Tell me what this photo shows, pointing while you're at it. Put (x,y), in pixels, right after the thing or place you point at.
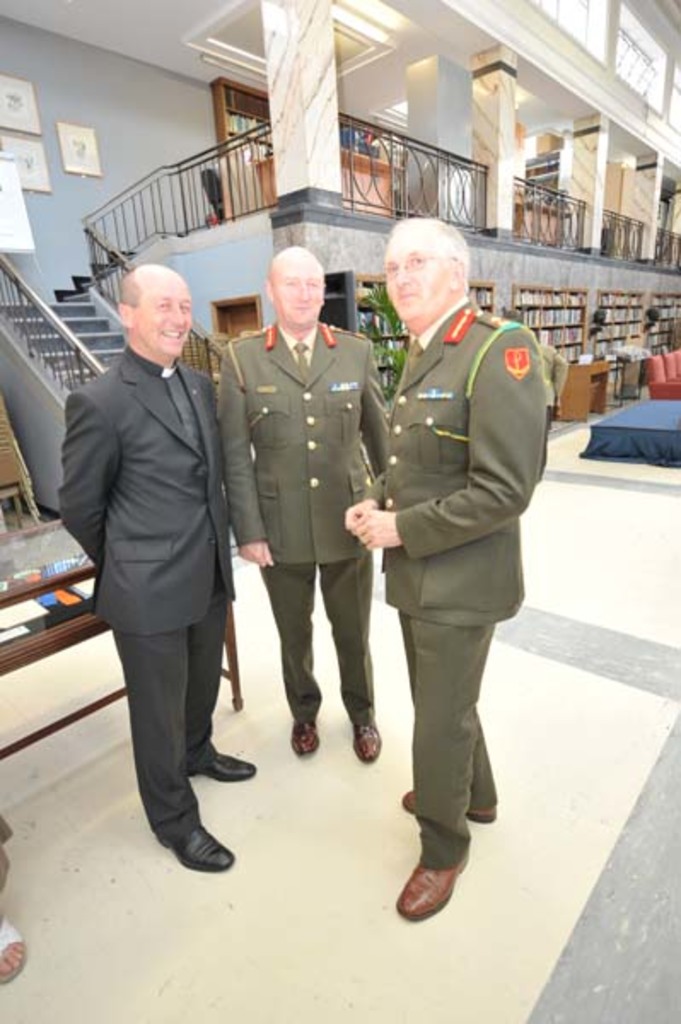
In the center (357,463) we can see three people (188,497) were standing and they were laughing which we can see on their face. Coming to the background (119,123) we can see the building (274,148) and wall (173,97) with photo frames (82,162). Here we can see shelves (625,313) with full of books (611,300).
